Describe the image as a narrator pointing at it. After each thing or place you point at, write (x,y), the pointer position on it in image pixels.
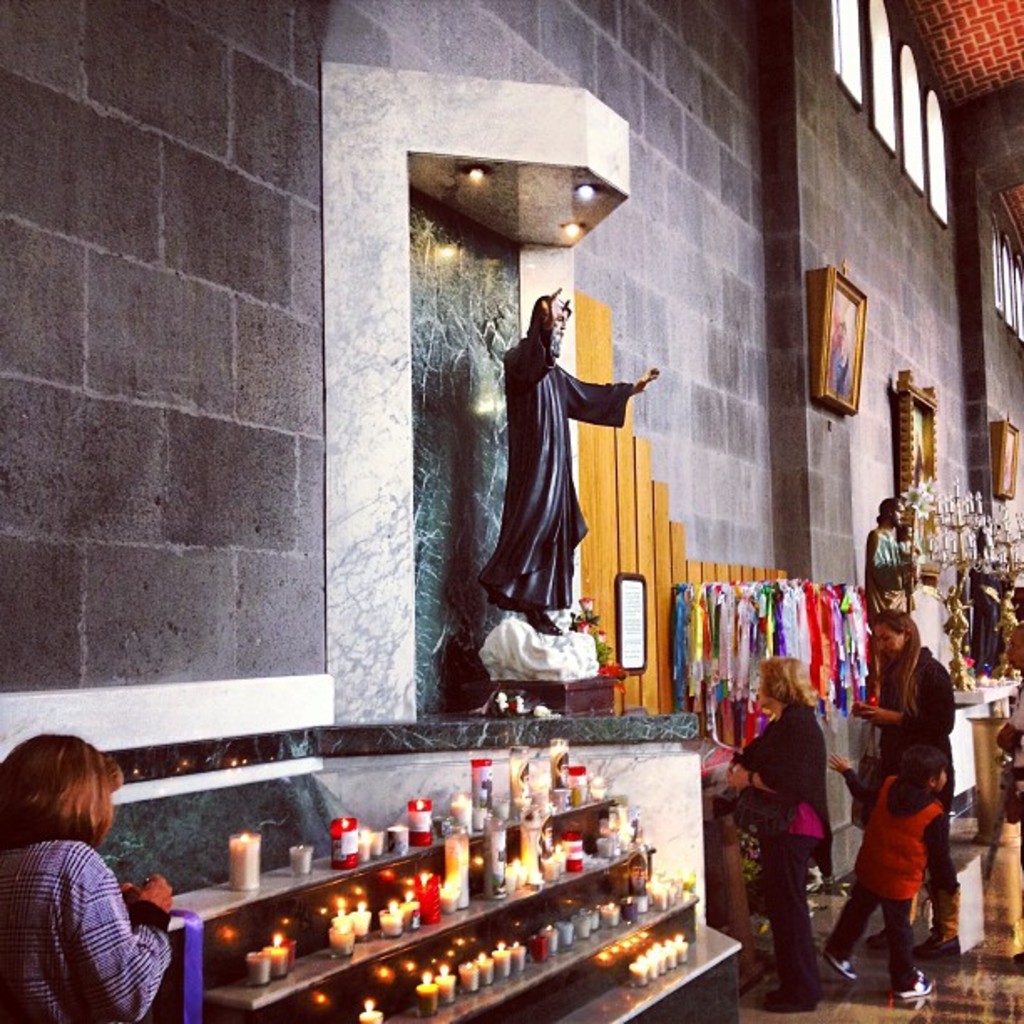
This is the sculpture (523,655), which is placed on the wall (973,166). These are the candles (512,872) with the flames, which are kept on the stairs (400,999). There are few people (770,829) standing. I can see the photo frames (1001,454), which are attached to the wall (917,285). I think these are the windows (856,48). I can see the candles (963,534) on the candle stand (964,551), which are kept on the table (992,691). This is a wall (150,237).
